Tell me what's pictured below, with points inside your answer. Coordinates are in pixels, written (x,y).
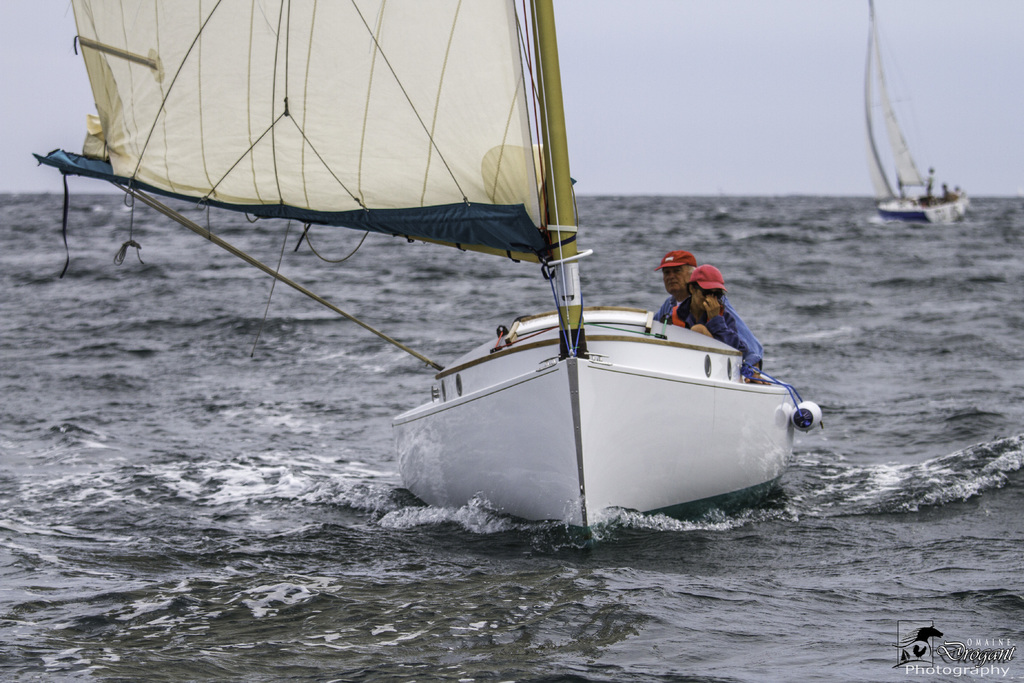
In this picture I can see couple of boats (497,454) on the water (871,280) and I can see couple of humans (687,321) sitting in the boat (691,334) and I can see text (997,671) at the bottom right corner of the picture (998,645) and a cloudy sky (581,92).
